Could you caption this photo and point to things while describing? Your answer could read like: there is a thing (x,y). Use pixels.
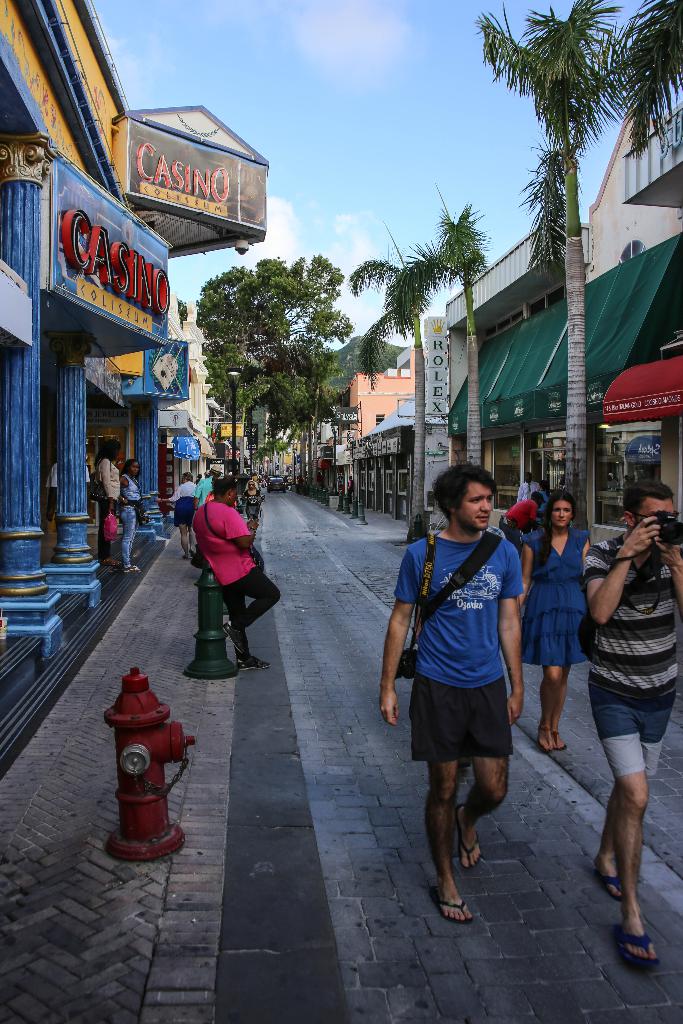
This is an outside view. On the right side (551,588), I can see few people (551,674) are walking on the road (349,807). On the left side (142,739) there is a fire hydrant (143,763) which is placed on the footpath (66,921). In the background (129,527), I can see many people (216,510) on the road (287,493). On both sides of the road (329,594) I can see the buildings (84,400) and trees (561,252). At the top of the image (385,71) I can see the sky (415,80).
